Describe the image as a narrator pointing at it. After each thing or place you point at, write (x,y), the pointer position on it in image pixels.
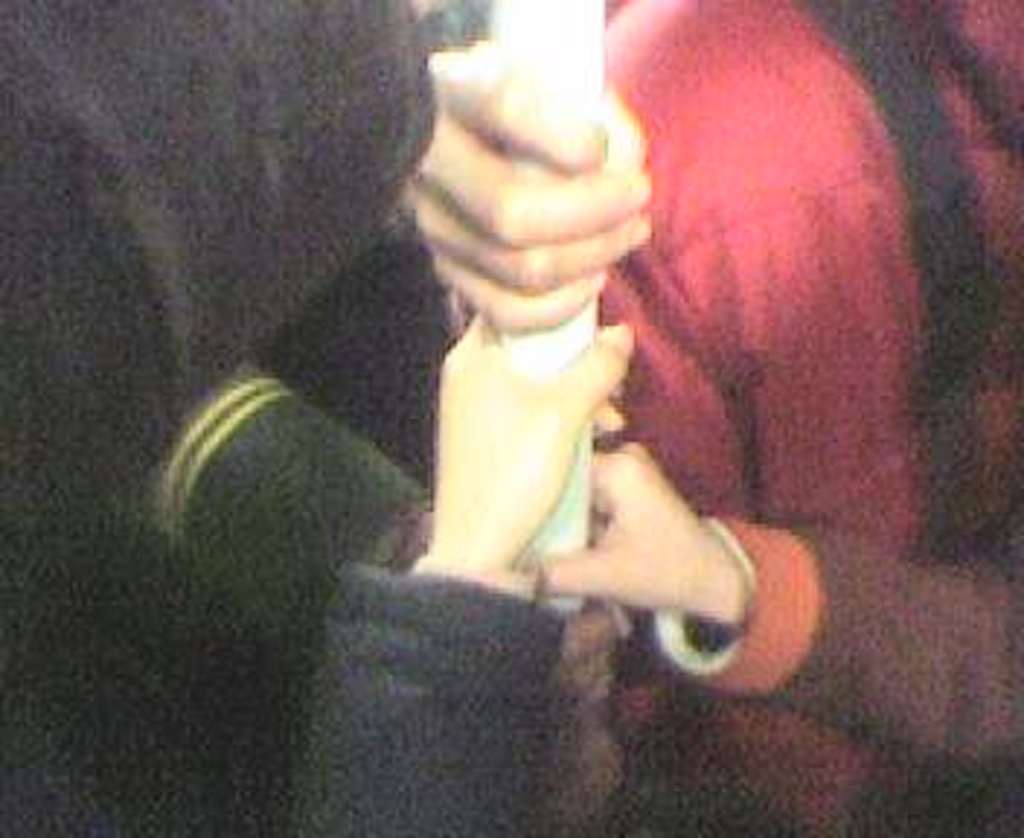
In the picture we can see three persons hands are holding a pole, the pole (506,8) is white in color.
